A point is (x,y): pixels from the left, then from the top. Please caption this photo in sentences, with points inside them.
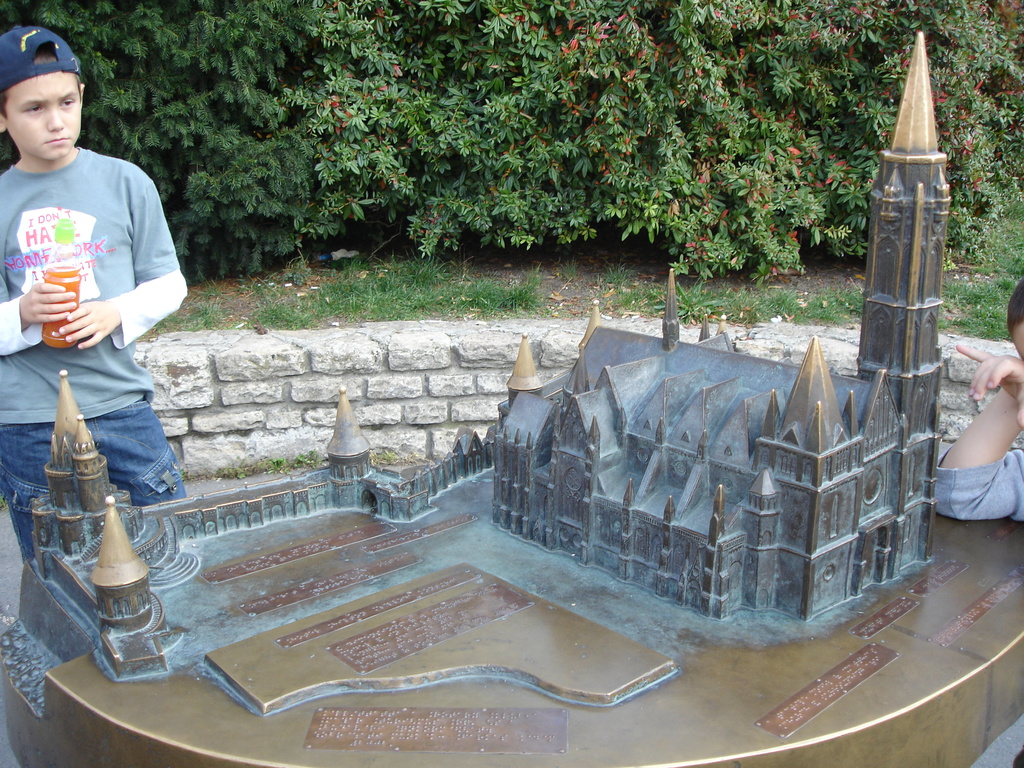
In this image in front (610,526) there is a depiction (614,424) of a building (552,541). There are two people (16,277) standing beside the building (588,347). In the background of the image (433,371) there is a brick wall (390,363). There are trees (518,132).
